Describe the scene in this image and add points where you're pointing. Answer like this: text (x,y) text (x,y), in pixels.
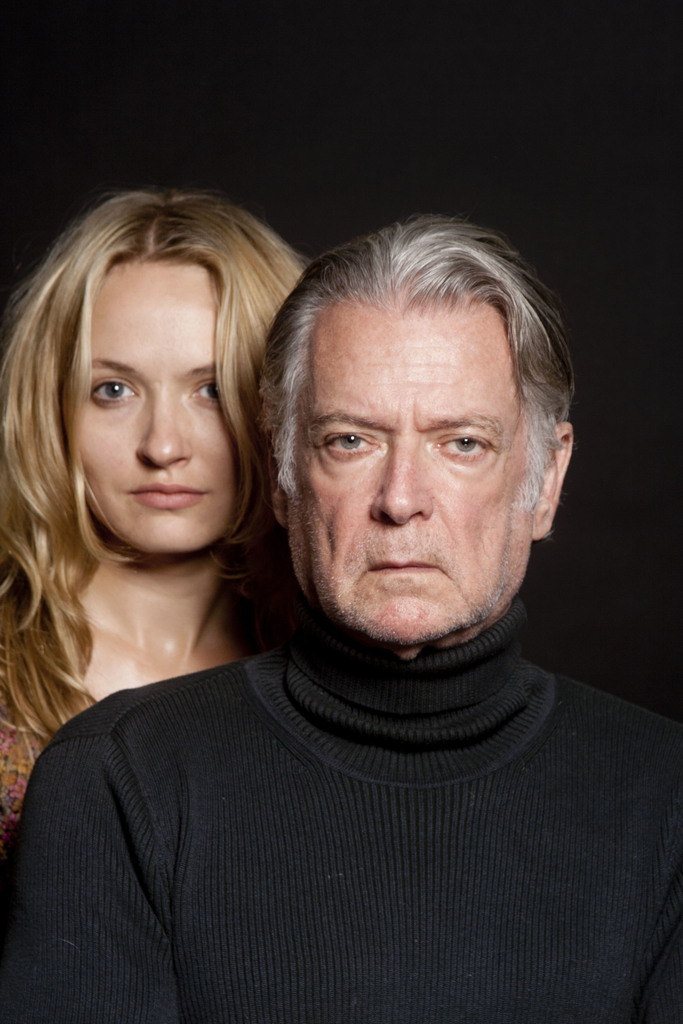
In this picture we can see a man (236,790) and a woman (44,436). We can see the dark view in the background (124,86).
